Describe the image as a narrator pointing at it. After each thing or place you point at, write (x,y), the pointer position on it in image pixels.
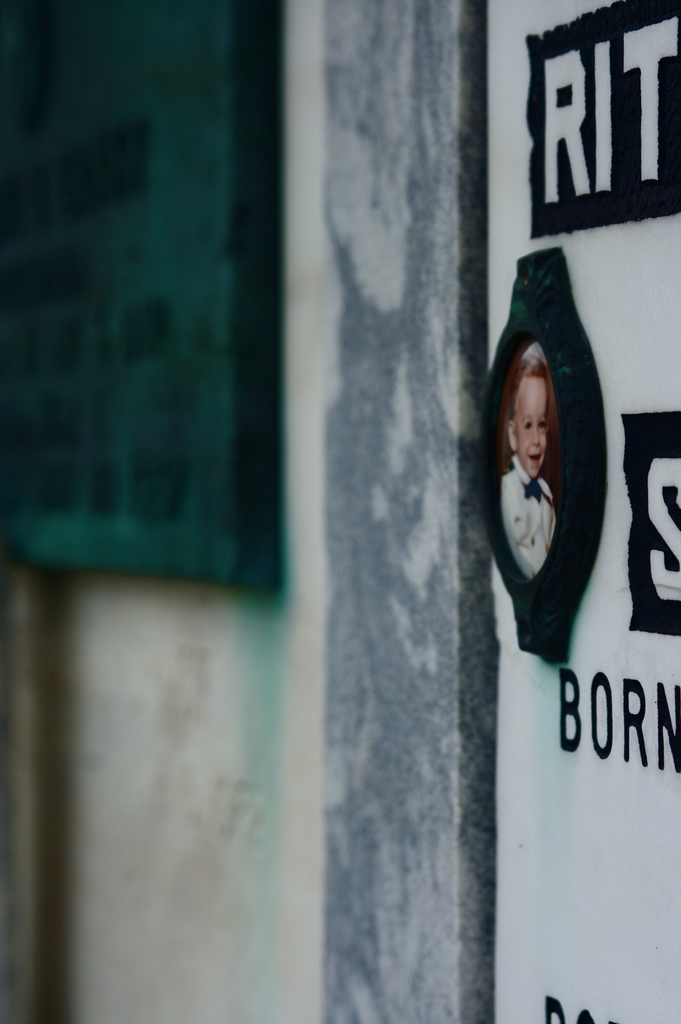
In this image there is a wall (397,424) with a picture frame (186,60) on it. On the right side of the image (563,493) there is a poster (547,937) with a text (550,42) and an image (535,473) on it.
